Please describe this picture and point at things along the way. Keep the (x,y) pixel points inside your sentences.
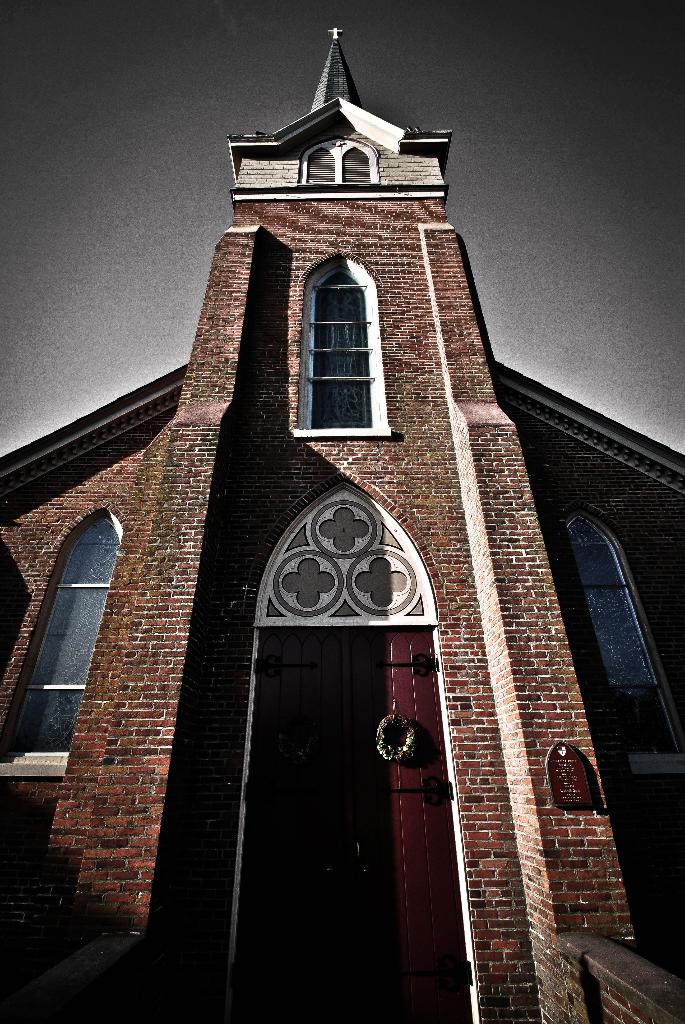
In this image we can see a building (330,496), windows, doors (455,923), board (558,765) on the wall (402,389), cross symbol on the building (390,292) and the sky (439,9).
